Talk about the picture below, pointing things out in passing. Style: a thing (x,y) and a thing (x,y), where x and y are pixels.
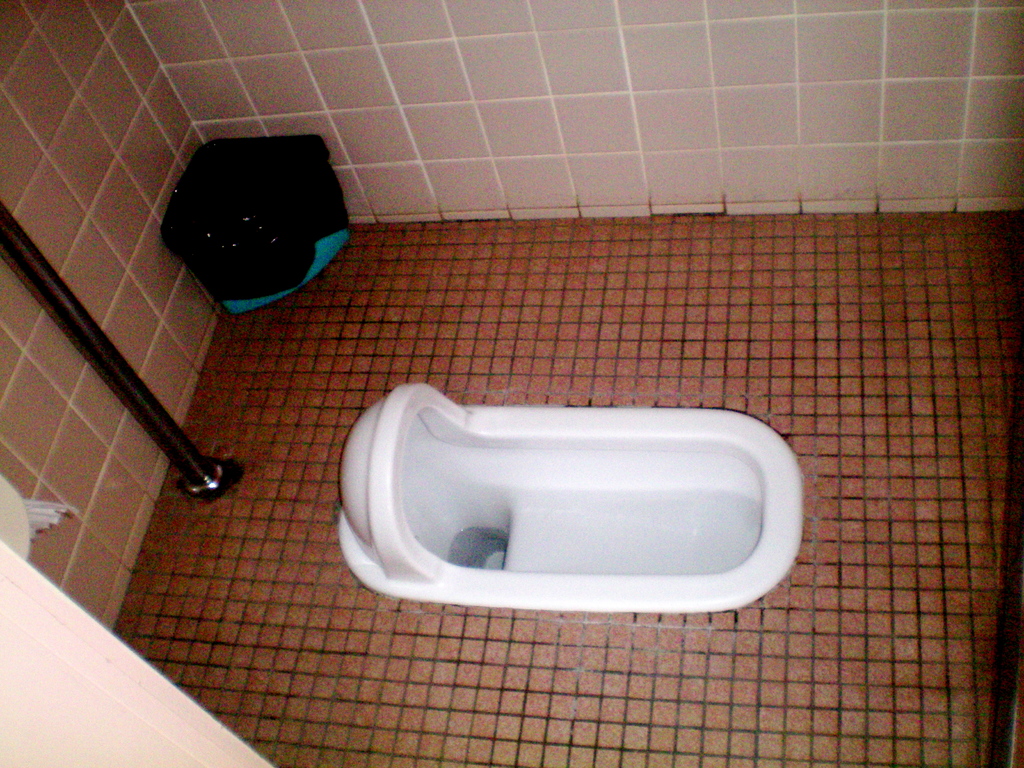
This image is taken in the bathroom (588,640). In the center of the image (358,445) there is a toilet (398,551). In the background (372,83) there is a wall (354,154) and we can see a bin (217,240). We can see a rod (144,426).
